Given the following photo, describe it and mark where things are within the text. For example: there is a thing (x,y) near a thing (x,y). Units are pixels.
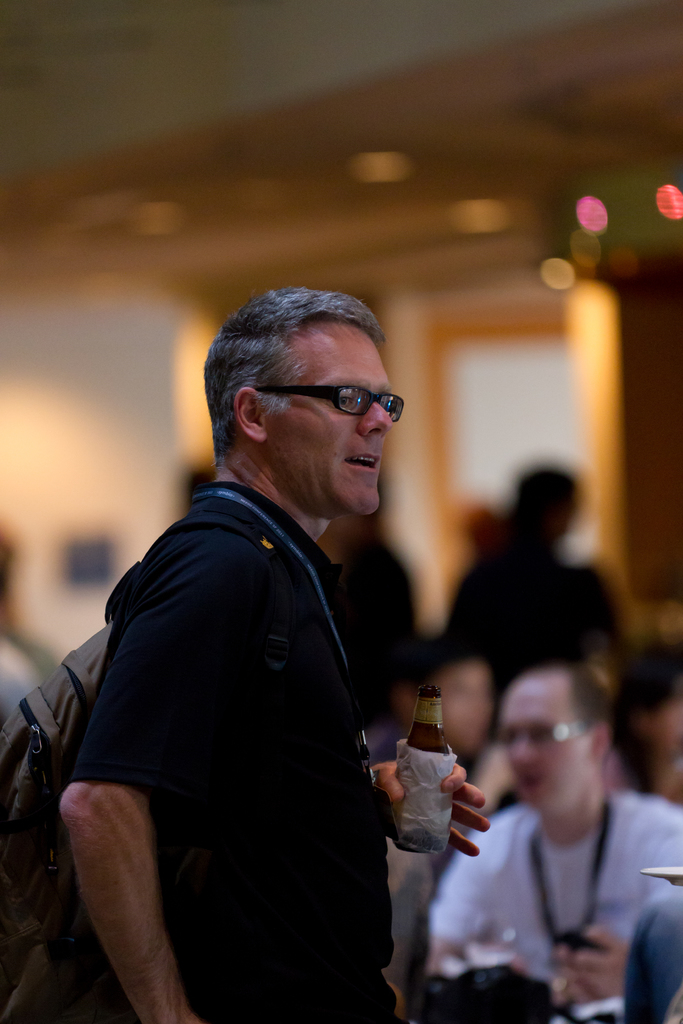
In the image there is a man (193,599), he is wearing a backpack (87,677) and holding a bottle (415,741) in his hand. He is also wearing an id card (332,626) and spectacles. The background of the man (251,375) is blurred.
